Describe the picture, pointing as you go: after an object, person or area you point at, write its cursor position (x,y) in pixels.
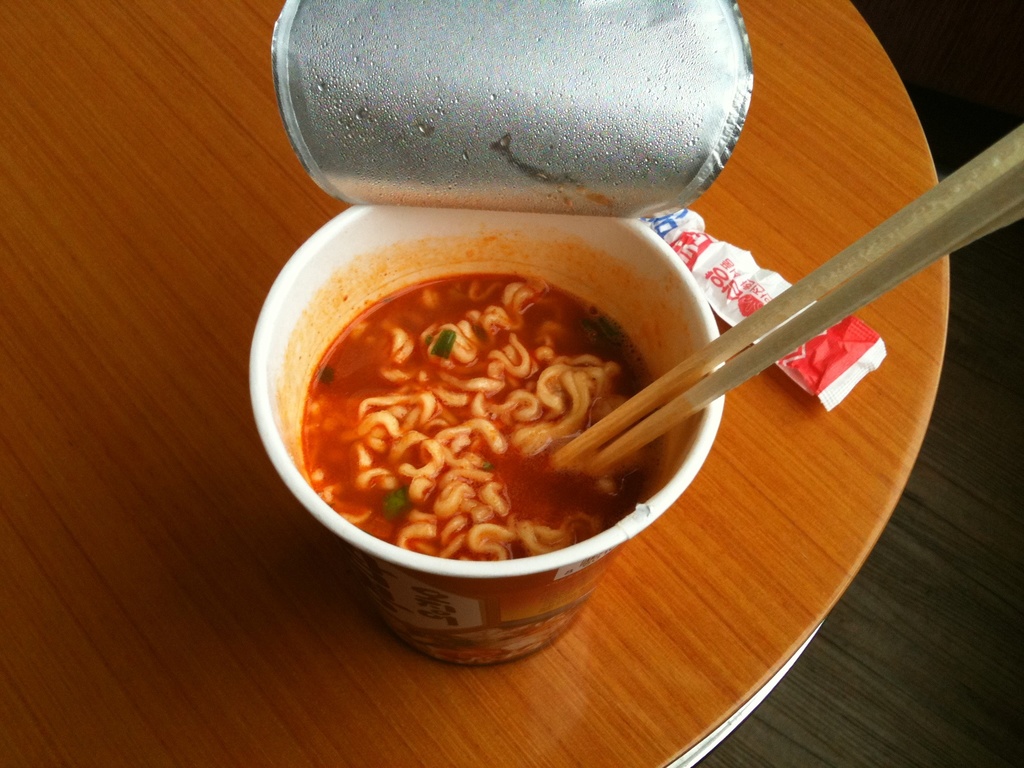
on the table (423,711) there is a food item (597,313) with chopsticks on it.
